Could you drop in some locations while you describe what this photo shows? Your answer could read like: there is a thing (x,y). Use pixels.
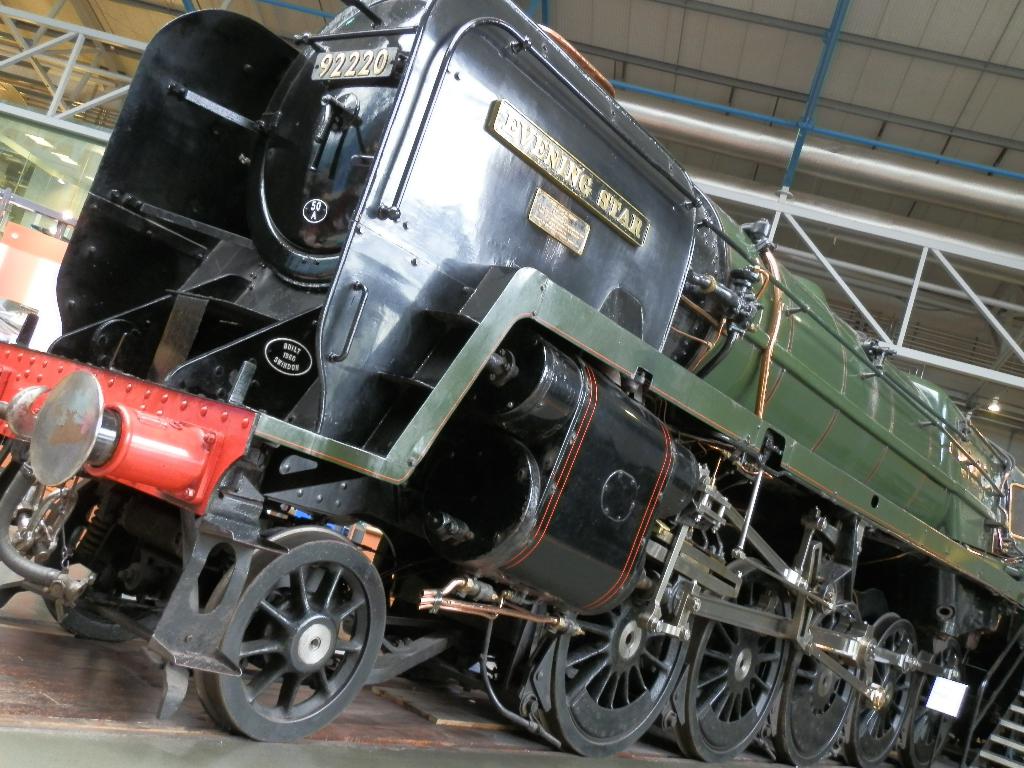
In this picture we can see a train (566,619) on a platform (63,665), steps (1022,684) and in the background (24,212) we can see rods (807,107), lights (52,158) and some objects (45,289).
